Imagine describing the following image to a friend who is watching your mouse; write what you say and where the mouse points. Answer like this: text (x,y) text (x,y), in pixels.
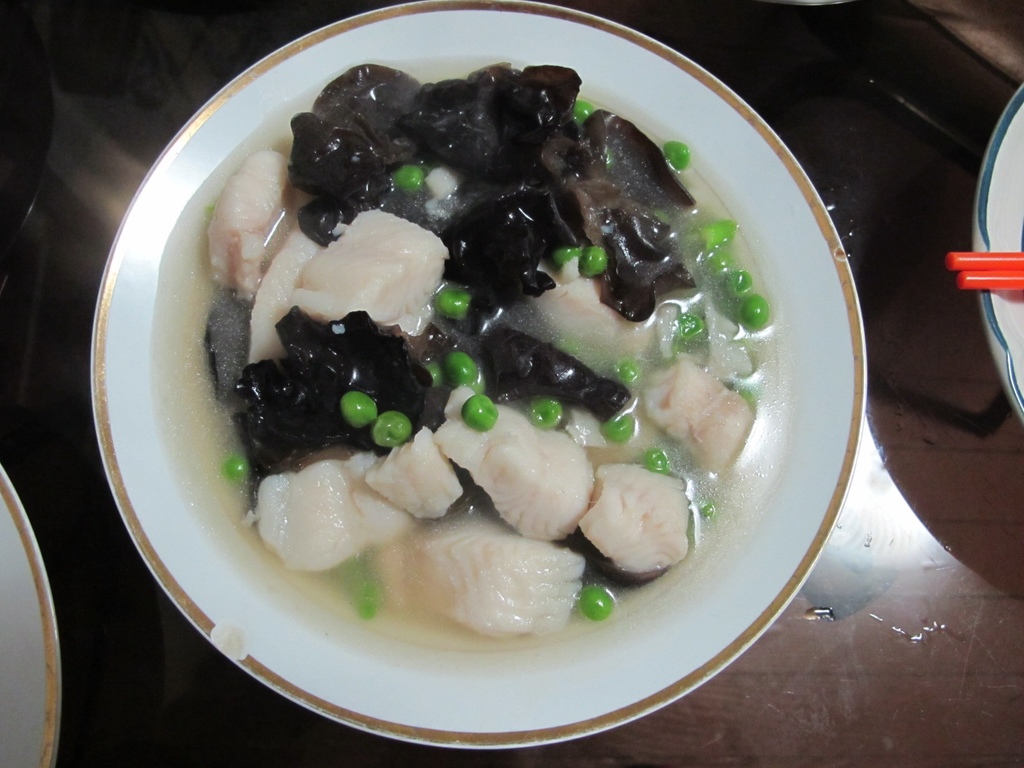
Here in this picture we can see food items (499,382) present in a bowl (446,433), which is present on the table (57,117) over there and beside that also we can see other bowls (52,595) present.
